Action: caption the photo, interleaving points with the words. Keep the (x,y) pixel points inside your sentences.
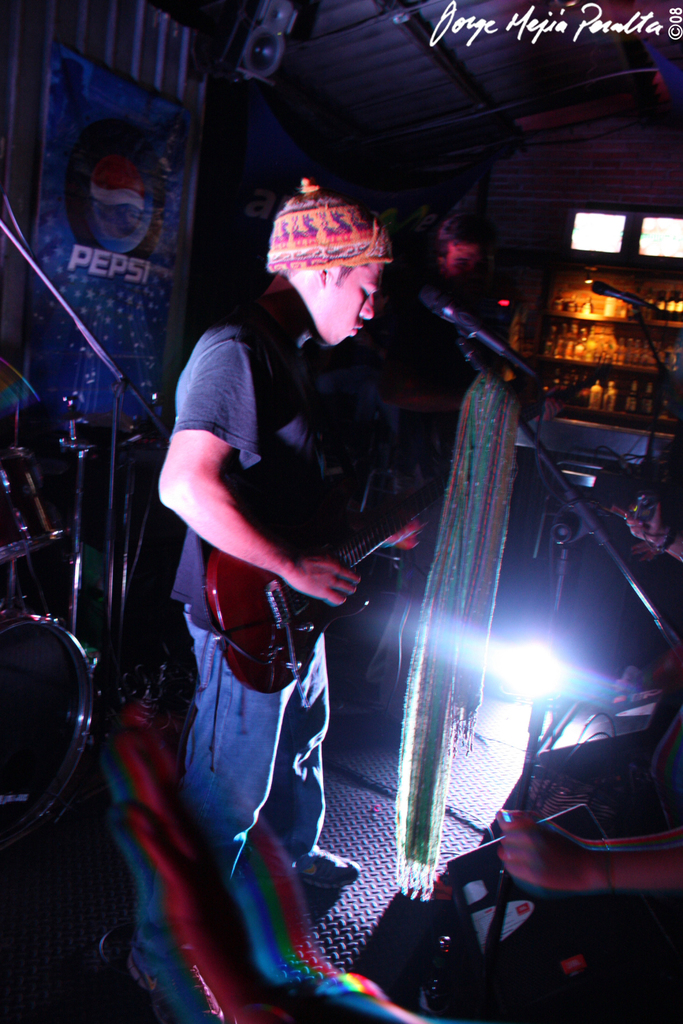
A man (343,582) is standing and playing the guitar (312,628). He wore t-shirt (236,376), cap (328,255), on the right side (561,473) there is a microphone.
